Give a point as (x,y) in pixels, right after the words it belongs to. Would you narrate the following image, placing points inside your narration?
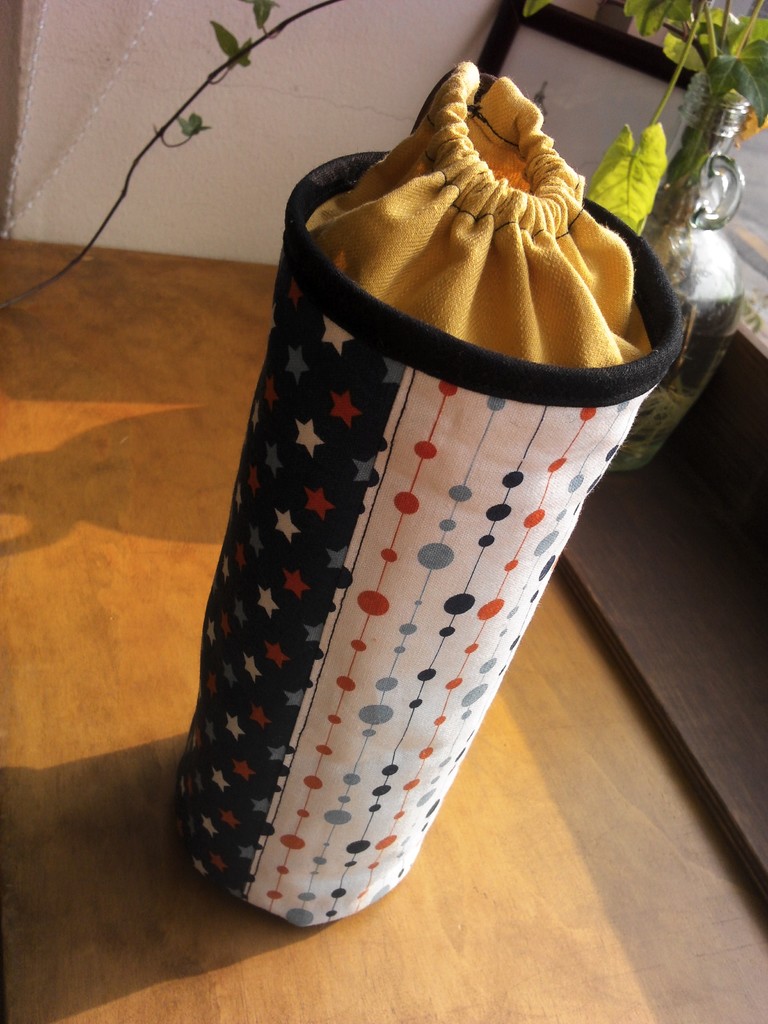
in this image we can see a sack (390,542) in the back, creepers (689,67) in the glass pot (679,368) and walls (279,143).
